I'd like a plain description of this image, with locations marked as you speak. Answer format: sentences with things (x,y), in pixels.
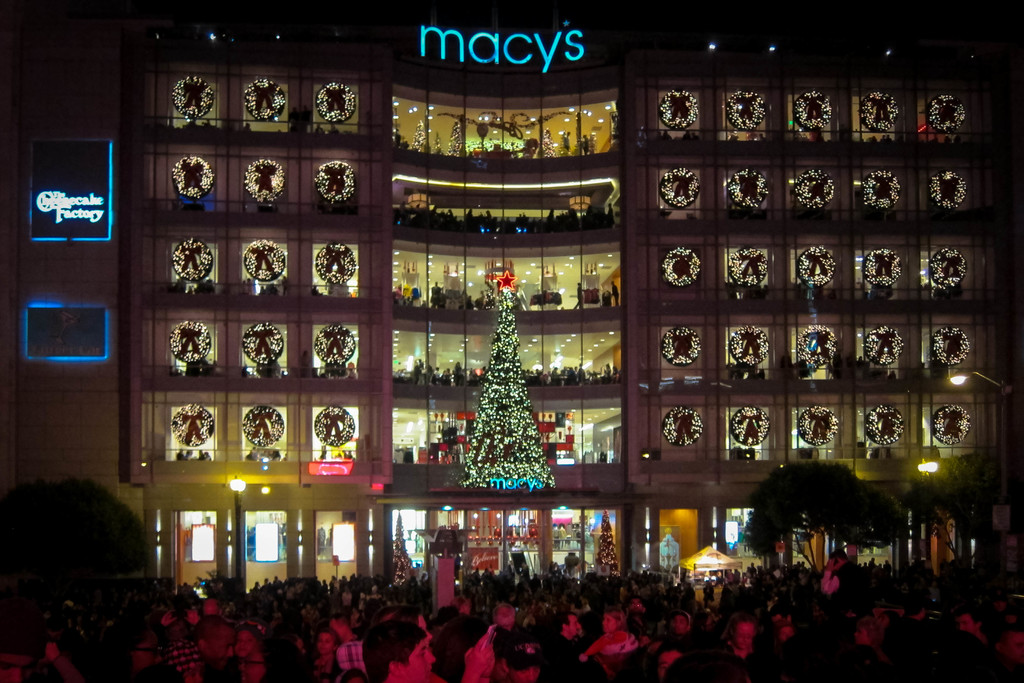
In the center of the image (366,435) we can see a building (708,351). It is decorated with decors (687,349). In the center (494,427) there is an xmas tree (525,450). At the bottom (169,655) there is crowd (862,609) and we can see trees (102,537).
